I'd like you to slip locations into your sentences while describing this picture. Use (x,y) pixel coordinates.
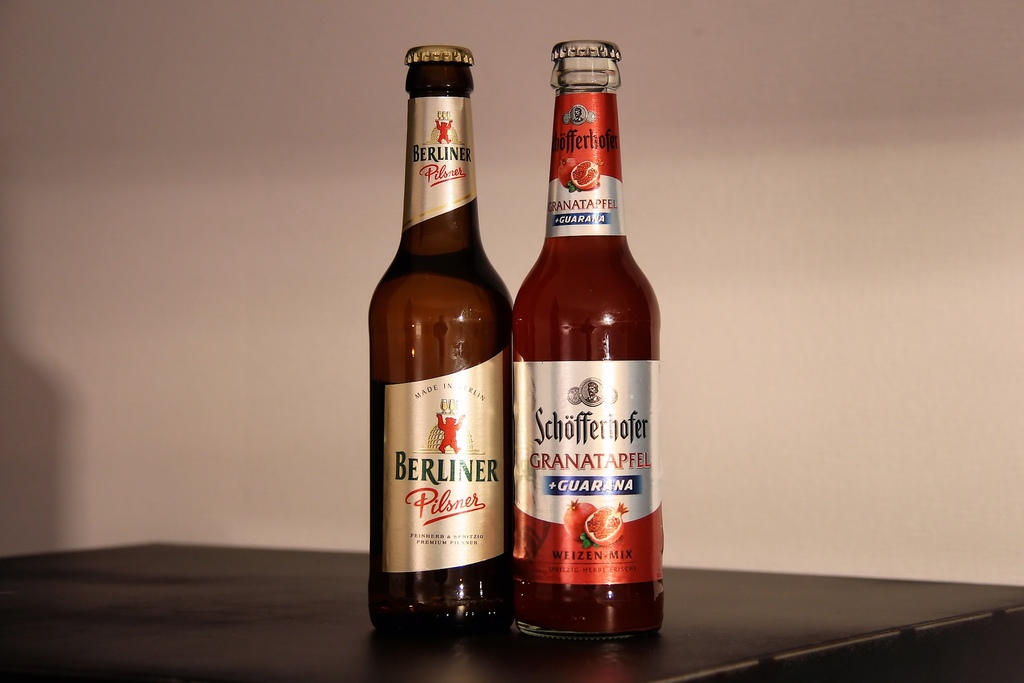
In this picture the bottles (500,359) are on the table (717,583). At the background (223,320) there is wall (293,212).
